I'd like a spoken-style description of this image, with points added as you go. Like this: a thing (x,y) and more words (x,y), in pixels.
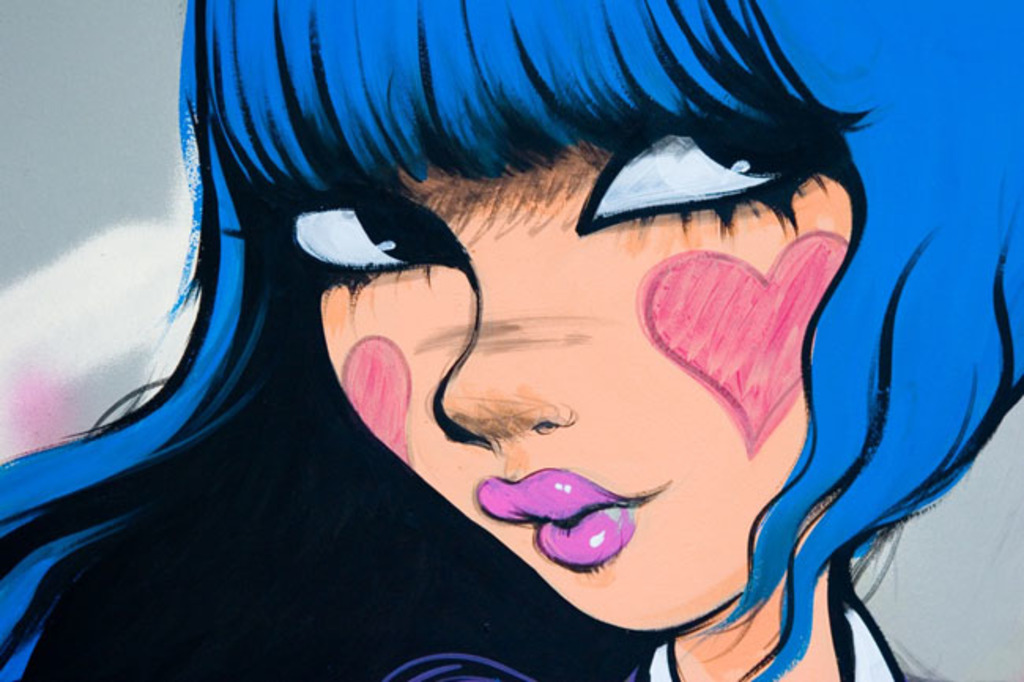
In this image we can see a cartoon (391,522).
